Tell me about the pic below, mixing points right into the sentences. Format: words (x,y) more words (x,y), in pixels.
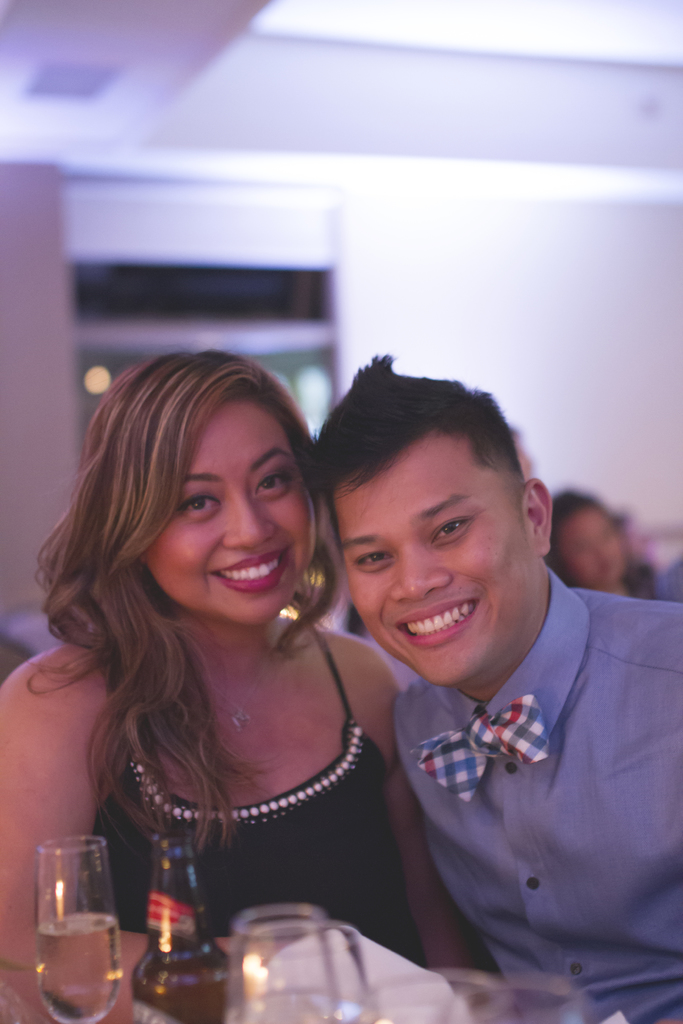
In this image there are two people (410,687) sitting and smiling, there are glasses (297,1008), there is a bottle (170,959), there is water (79,935) in the glass (74,936), there is a wall (502,307), there is a roof (440,47).
